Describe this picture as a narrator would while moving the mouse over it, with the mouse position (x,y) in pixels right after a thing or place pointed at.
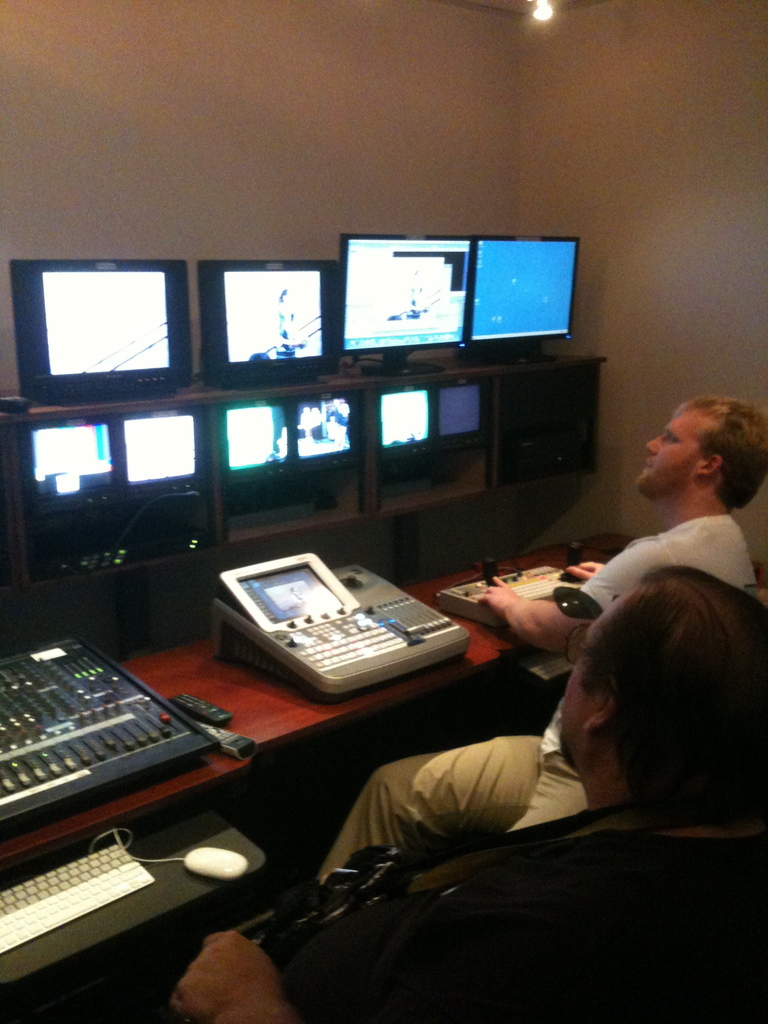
In this picture we can see two men (611,741) sitting on chairs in front of a table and on the table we can see devices (384,643). This is a keyboard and mouse (193,859). Here we can see screens (323,417). This is a wall (592,133) and light (546,17).
